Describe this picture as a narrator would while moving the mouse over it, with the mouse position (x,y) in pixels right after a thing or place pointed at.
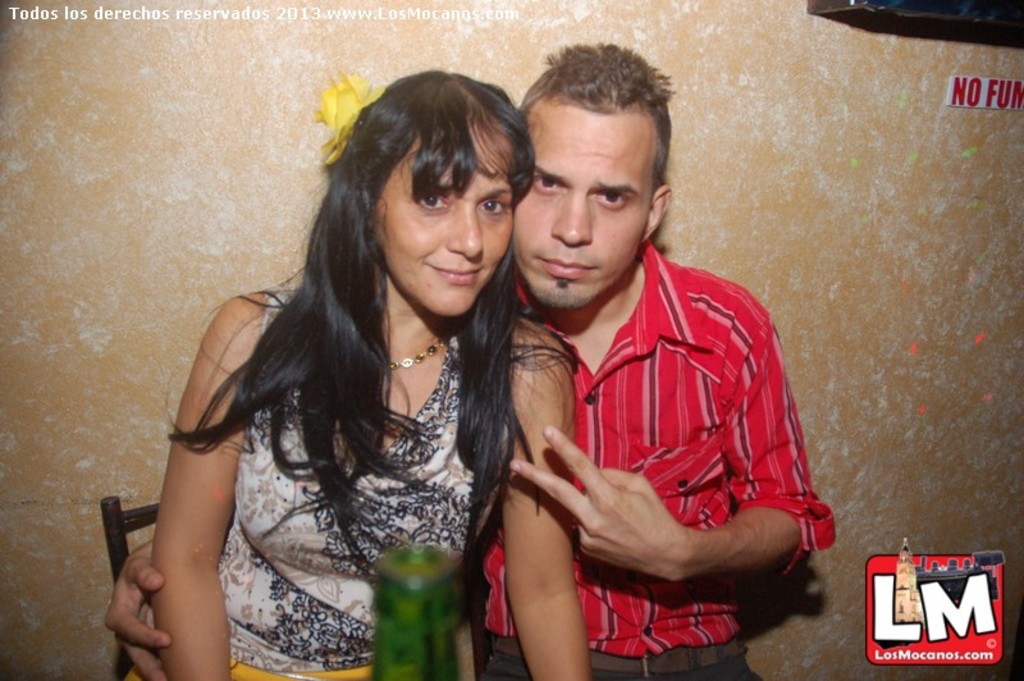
In this image we can see two people (519,570) sitting on chairs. In-front of them there is a bottle (411,630). At the top left side of the image (204,16) there is a watermark (186,9). At the bottom right side of the image (965,571) there is a logo (963,600). In the background (833,300) there is a wall (278,92) and board (988,87).
